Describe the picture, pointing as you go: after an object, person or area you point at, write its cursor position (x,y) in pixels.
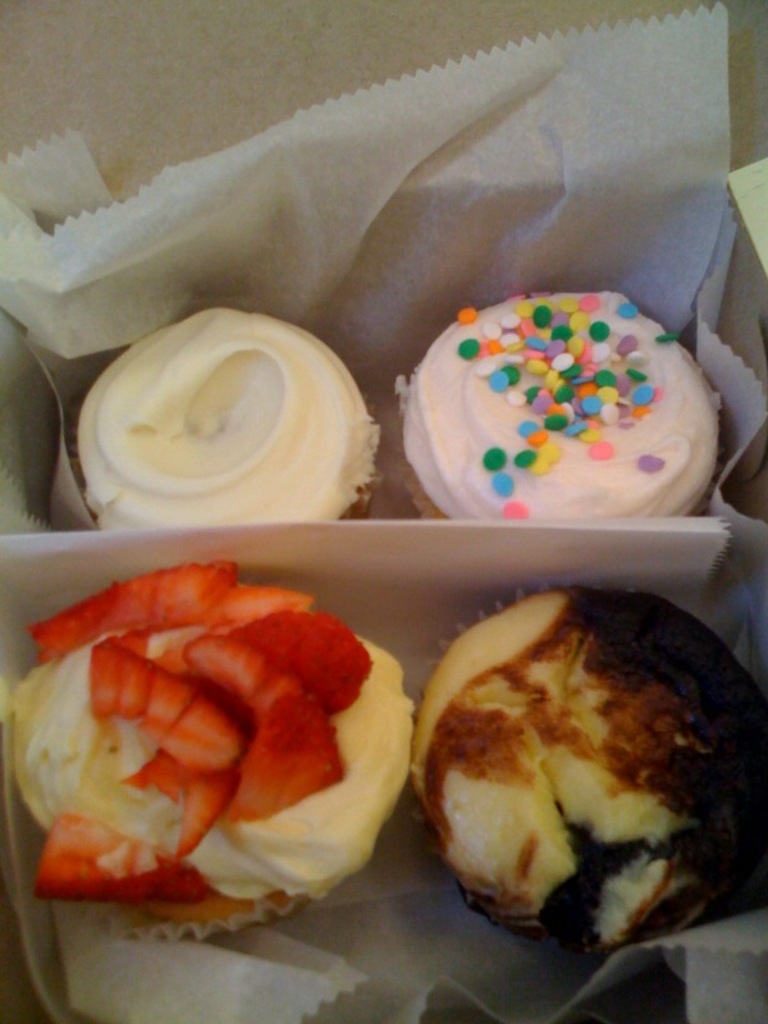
In this image I can see a box (139,173) which consists of four cupcakes (427,495) and tissue papers (341,317).
